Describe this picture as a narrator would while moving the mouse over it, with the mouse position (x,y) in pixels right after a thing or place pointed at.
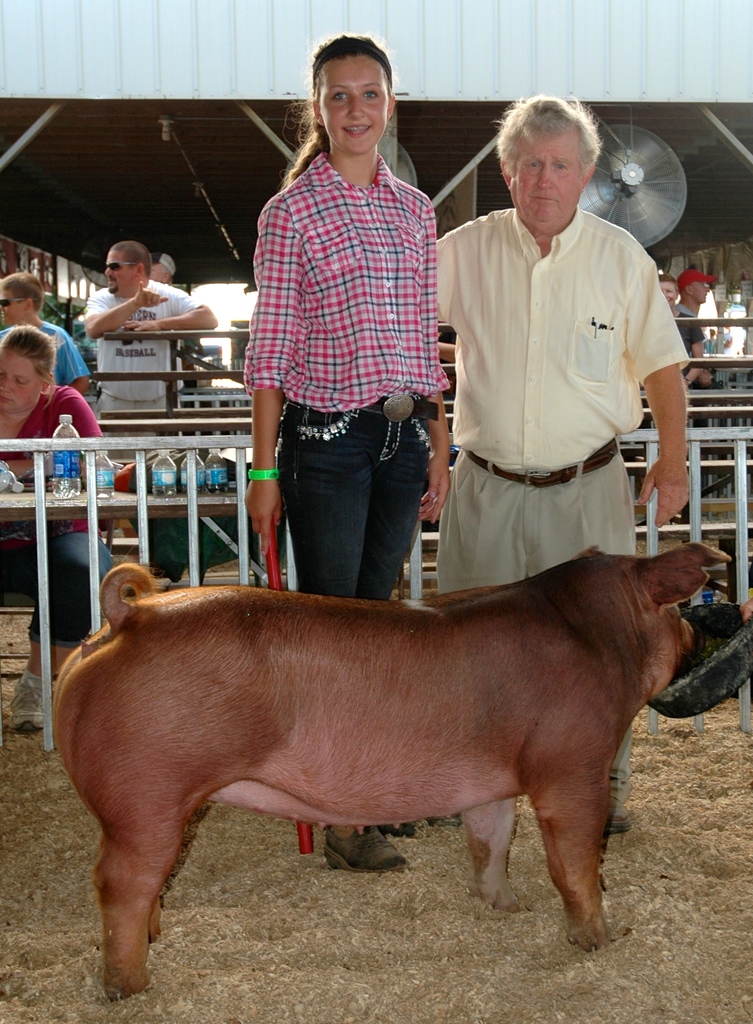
This image is taken outdoors. At the bottom of the image (362,975) there is sawdust (647,862) on the ground (647,862). In the middle of the image (416,618) there is a pig (476,617) standing on the ground (242,836). A man (484,274) and a girl (345,396) are standing on the ground (362,911). A girl (349,504) is holding a stick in her hand (249,494). In the background (35,417) a woman (68,408) is sitting in the chair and a few (49,322) are standing. There are many fences (140,445) and railings (174,336). There are a few tables (168,496) with a few things (98,488) on them. At the top of the image (246,130) there is a roof (420,135) and there are a few iron bars (260,121) and there is a fan (670,181).
